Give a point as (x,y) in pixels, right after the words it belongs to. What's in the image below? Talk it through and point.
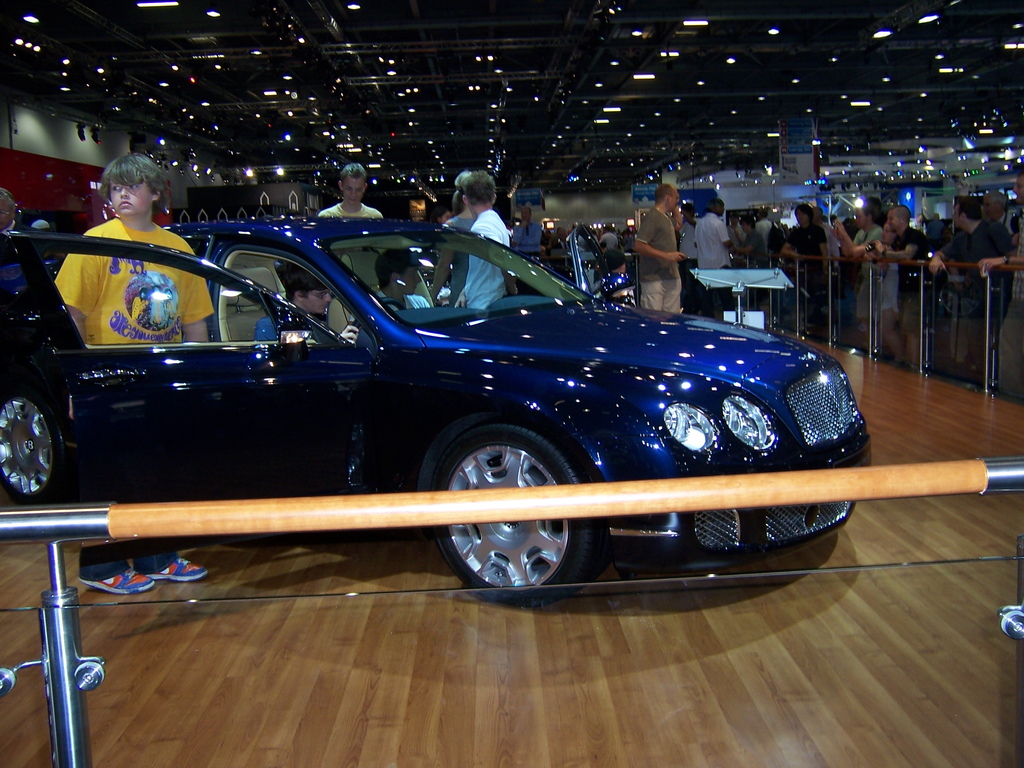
In this picture I can see a blue color car (506,391) on the floor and in the car (393,332) I can see some people (344,342) sitting in it. In the background (454,254) I can see group of people (483,222) standing. Here I can see fence (848,291). I can also see lights (607,109) on the ceiling (475,106). On the left side (85,184) I can see a wall (60,177).
